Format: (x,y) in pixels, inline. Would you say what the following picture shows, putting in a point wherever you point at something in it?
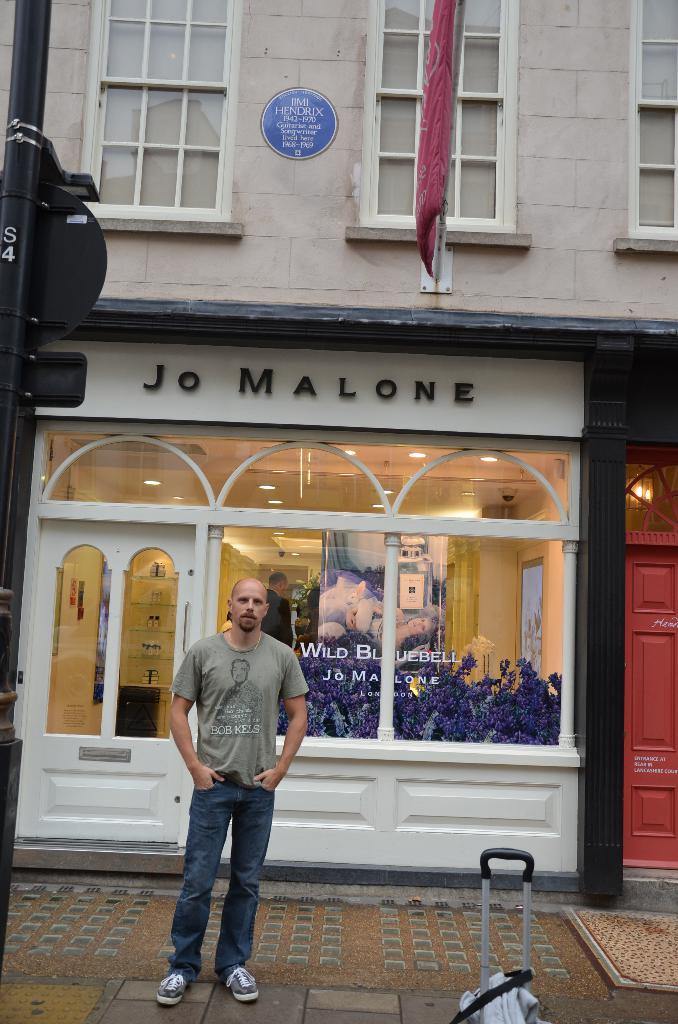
A man (283,762) is standing, he wore t-shirt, trouser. Behind him there is a glass wall (374,651) and this is the building (304,307).
